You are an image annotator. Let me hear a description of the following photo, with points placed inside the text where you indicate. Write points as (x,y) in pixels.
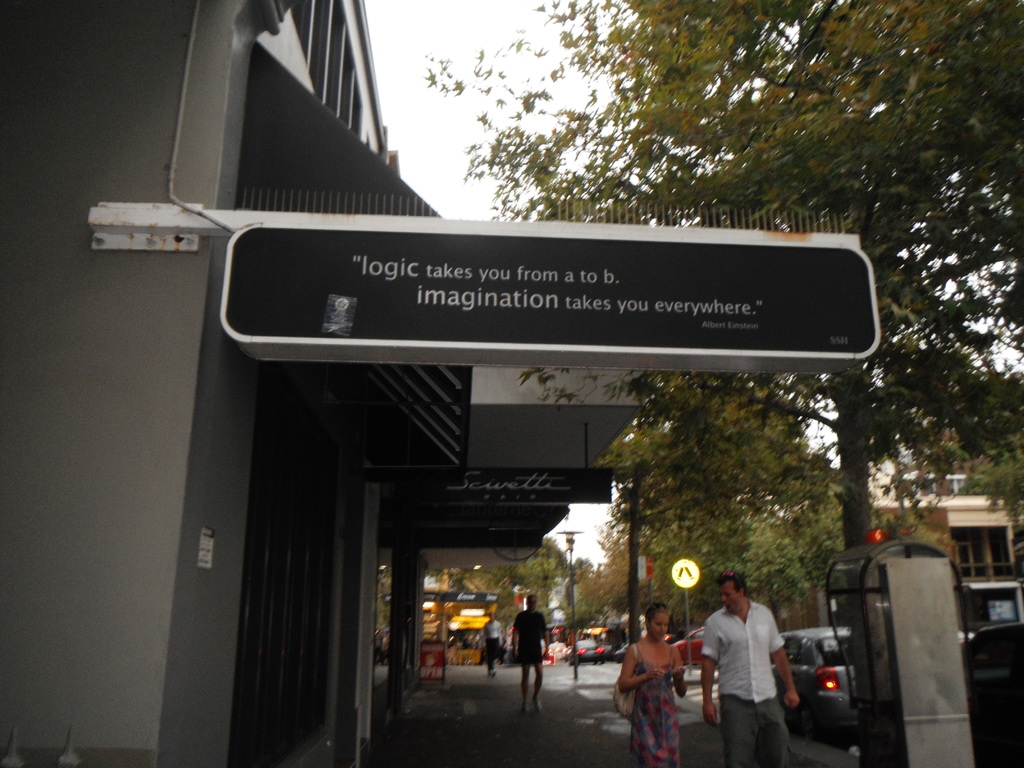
In this image I can see the board (464,303) attached to the wall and the board (421,286) is in black color. In the background (671,652) I can see few people (535,630) walking and I can see few poles (687,650), stalls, trees (601,461) in green color and the sky (412,104) is in white color.
